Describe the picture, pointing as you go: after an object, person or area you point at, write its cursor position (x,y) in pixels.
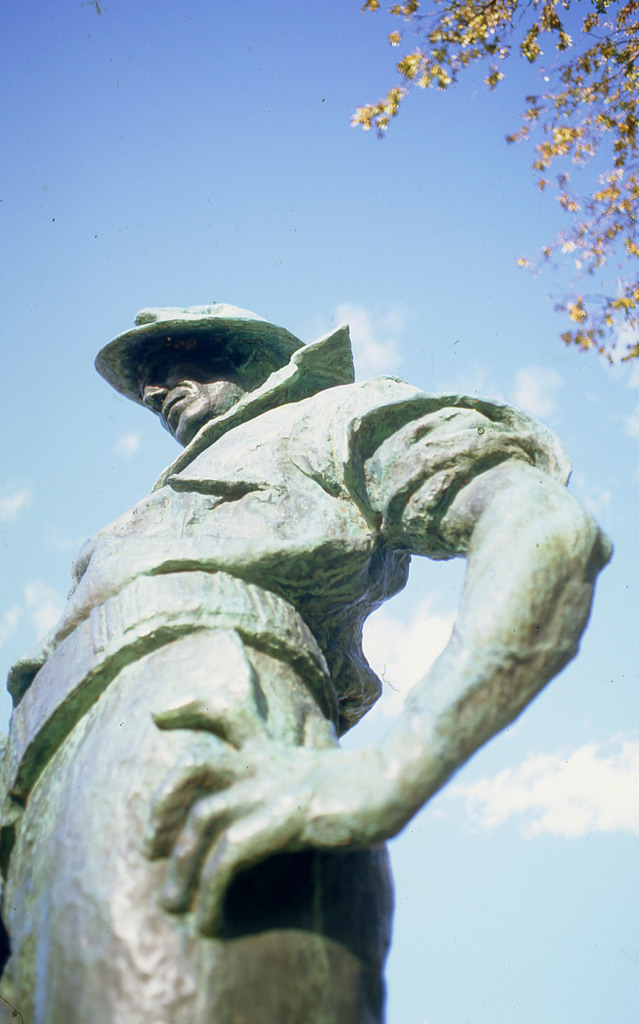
In this image I can see the statue (314,719), background (566,285) I can see the plant (478,36) in yellow color and the sky (196,205) is in blue and white color.
